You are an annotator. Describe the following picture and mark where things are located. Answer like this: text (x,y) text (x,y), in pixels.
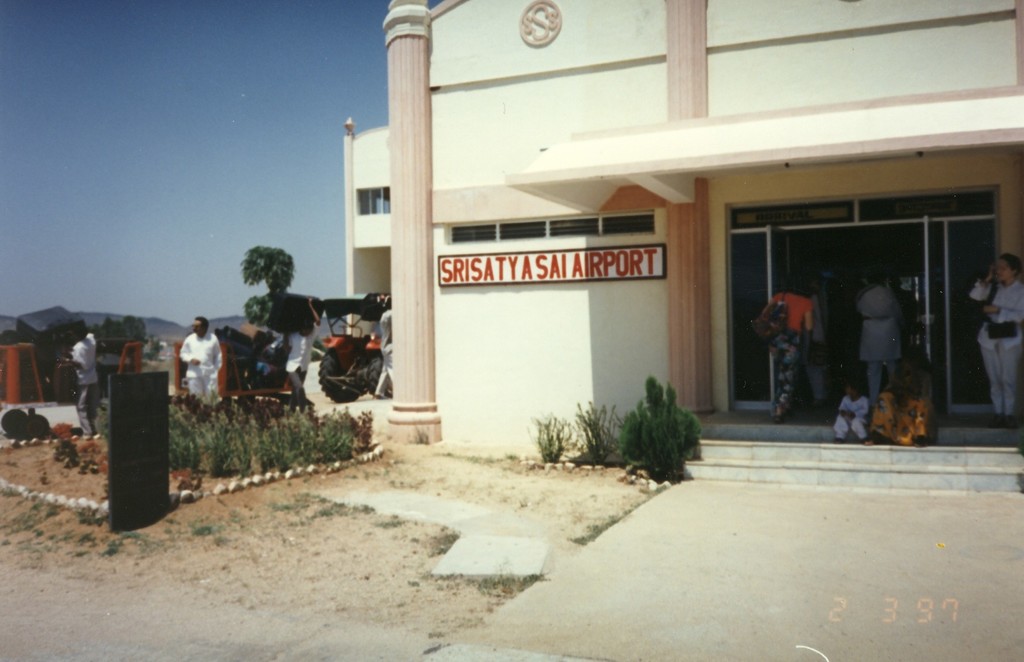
On the right side (964,219) I can see a building (921,222). There is a board (537,263) attached to the wall (530,291). On this board (551,267) I can see some text (526,270). In front of this building (835,323) few people (802,317) are standing and two persons (920,412) are sitting on the stairs (882,456). Beside the stairs (749,453) there are some plants (638,430). On the left side (202,384), I can see few people (83,369) are standing on the ground (40,473) and there are few vehicles (355,366). At the top of the image (175,90) I can see the sky (99,105).
